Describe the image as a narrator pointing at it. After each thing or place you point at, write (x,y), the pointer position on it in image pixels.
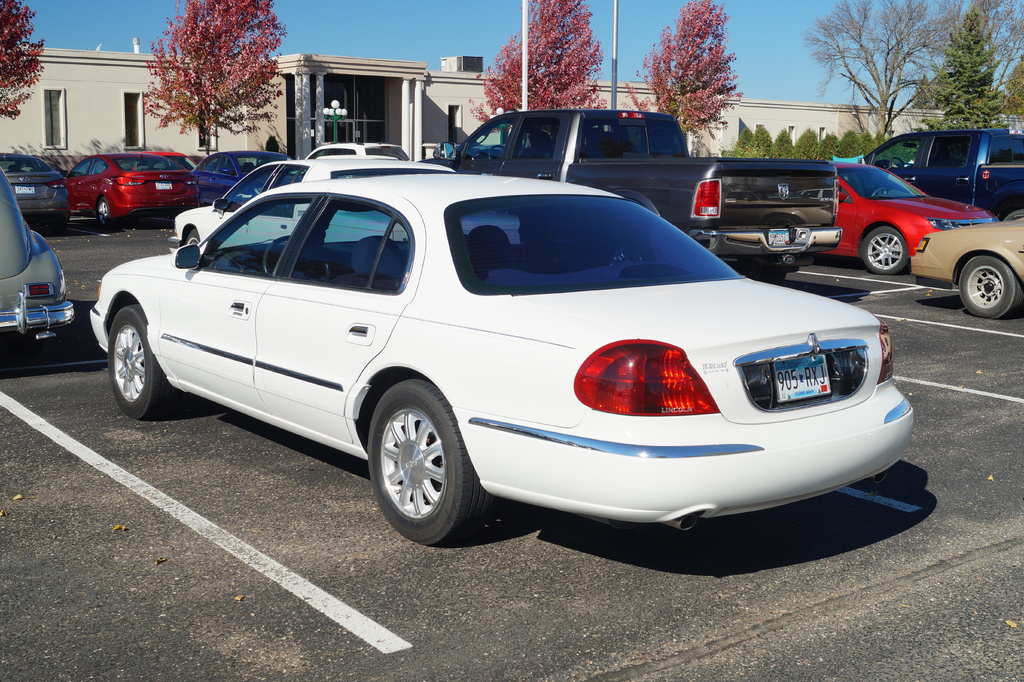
In this picture there is a white car (529,422). Beside that I can see many cars (978,261), trucks (1006,161) and vehicles (1004,272) which are parked in the parking (959,293). In the background (681,70) I can see the building (418,84), poles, trees (157,97) and plants (820,157). At the top (507,30) there is a sky (482,44).
